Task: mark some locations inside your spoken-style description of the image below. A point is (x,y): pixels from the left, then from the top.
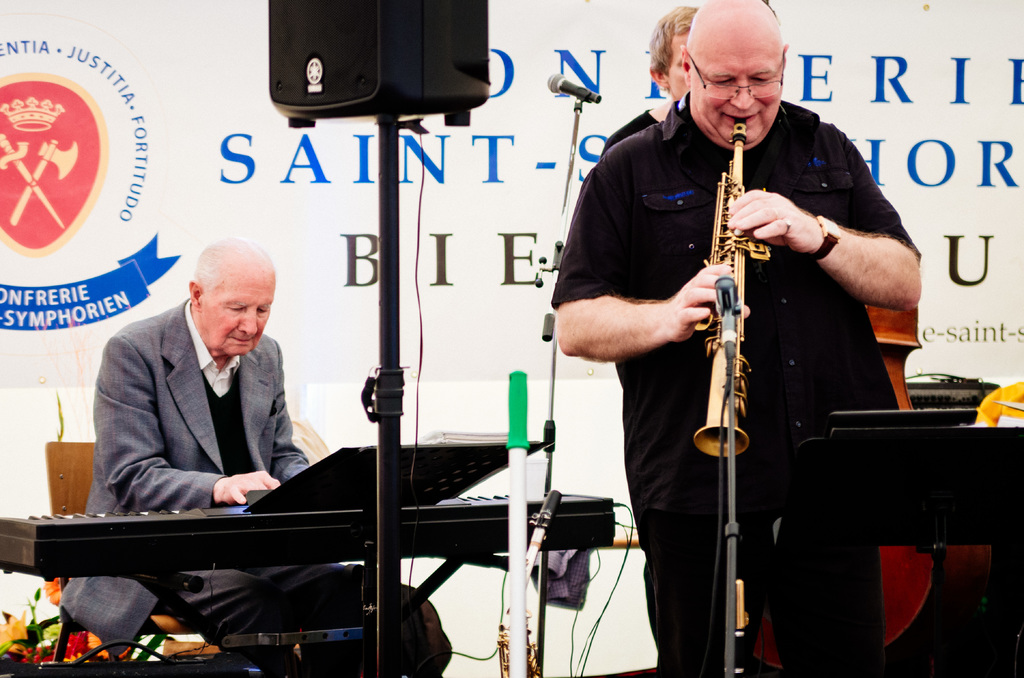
On the right side (708,103) there is a man (661,312) standing and playing a musical instrument (722,241). In front of this man (712,275) there is a mike stand (727,363), at the back (666,55) there is another person (645,112) standing. Beside him there are few objects (961,438). On the left side (145,432) there is a man (128,447) sitting on a chair (87,488) and playing the piano (136,511). In front of this man (209,427) there is a metal stand (387,145), at the top of it there is a speaker (423,36). In the background (193,136), I can see a white color board (214,171) on which I can see some text (245,161).
